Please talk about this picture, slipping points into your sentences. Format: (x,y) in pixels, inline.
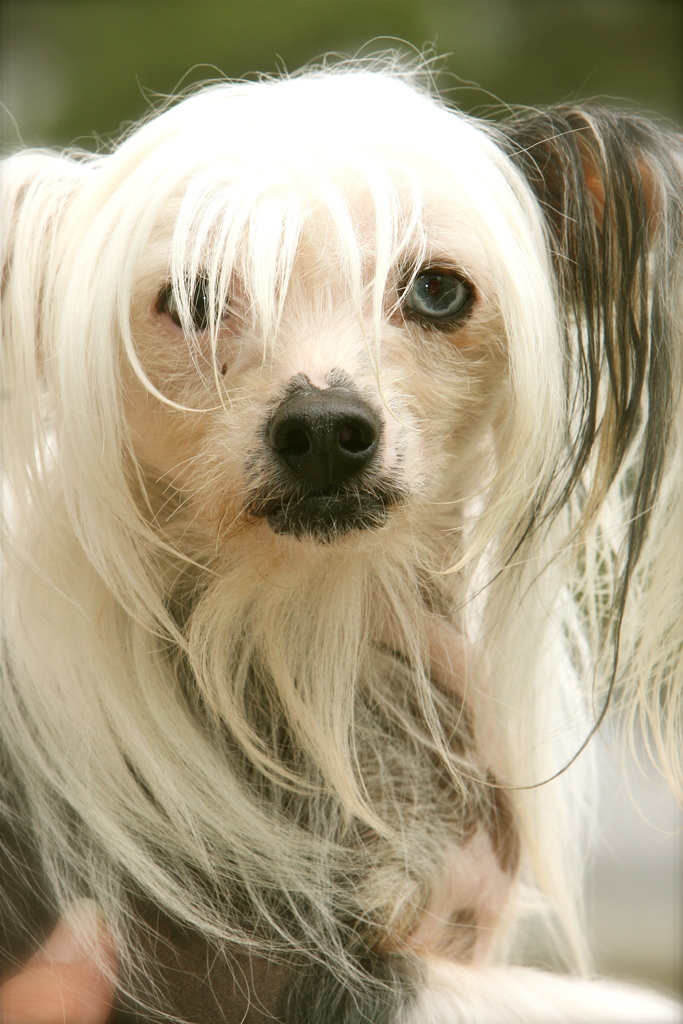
This picture is mainly highlighted with a dog (496,229). In the bottom left corner of the picture (69,971) we can see a person's thumb (80,976).
